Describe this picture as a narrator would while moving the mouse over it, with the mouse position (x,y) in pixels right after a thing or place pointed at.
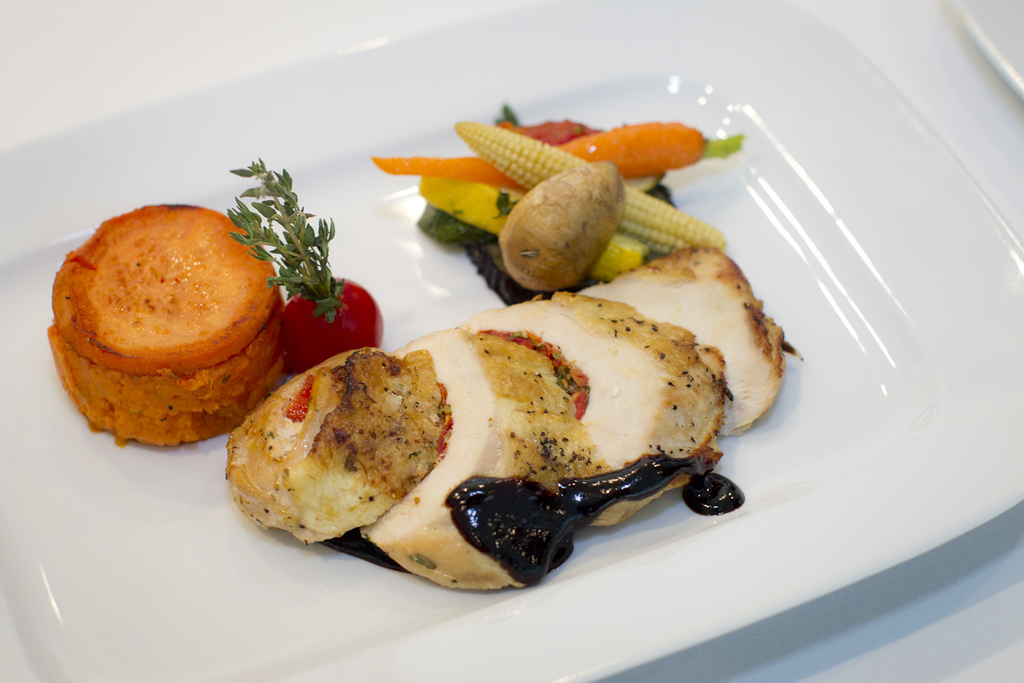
In this image we can see group of vegetables (486,144), carrot (498,182), corn (563,158), potato (601,231) and some food items (403,395) are placed in a plate (350,609).
